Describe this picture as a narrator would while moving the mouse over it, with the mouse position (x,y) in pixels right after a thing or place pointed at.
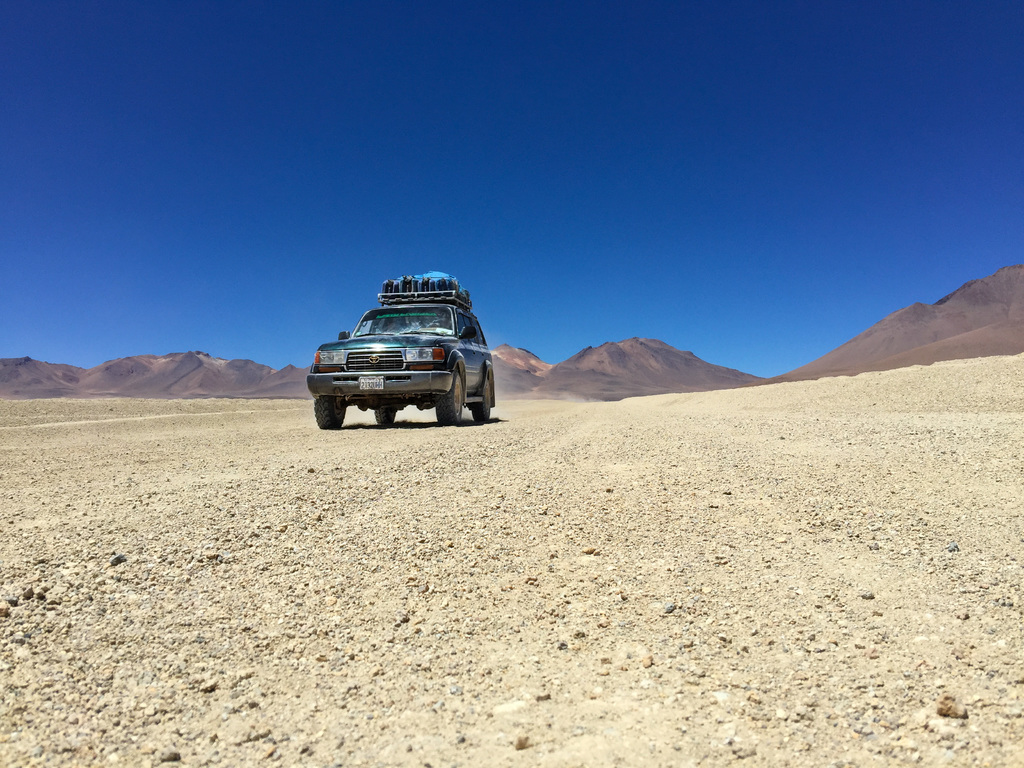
In the center of the image (410,392) we can see a vehicle (421,405). In the background (644,351) there are hills (604,354) and sky (510,207).
